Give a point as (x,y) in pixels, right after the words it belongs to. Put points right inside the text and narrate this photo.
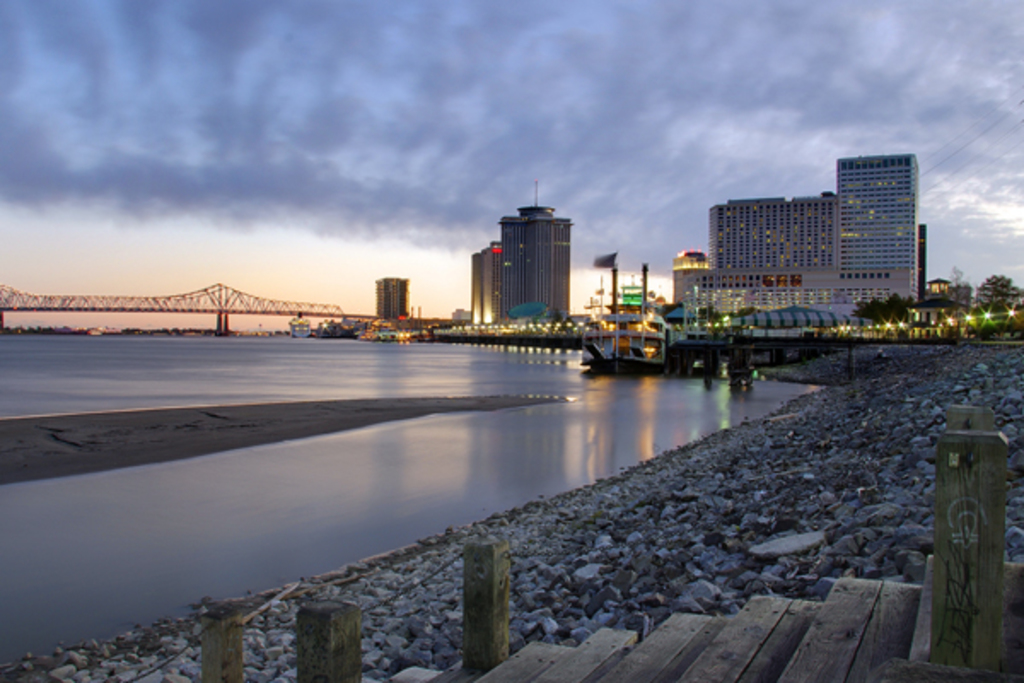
In this image I can see the wooden stairs (776,639), few poles (472,638), few stones (584,581) and the water (317,438). In the background (627,345) I can see the ship (619,354) on the surface of the water (711,397), few lights (485,318), a bridge (226,325), few other ships (336,322), few buildings (390,302) and few trees (879,317). In the background (755,187) I can see the sky (394,117).
